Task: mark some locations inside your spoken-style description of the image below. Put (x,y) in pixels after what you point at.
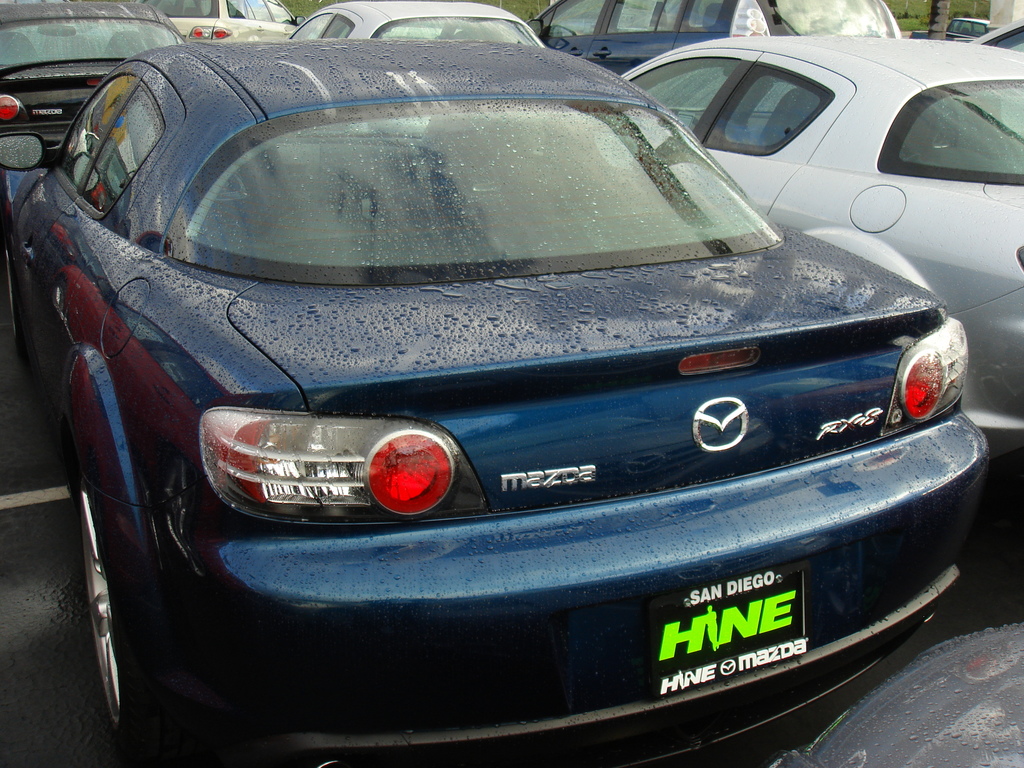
In this picture I can see few cars (622,397), at the bottom (702,603) there is the board (750,657) with the text (784,648) on it.
